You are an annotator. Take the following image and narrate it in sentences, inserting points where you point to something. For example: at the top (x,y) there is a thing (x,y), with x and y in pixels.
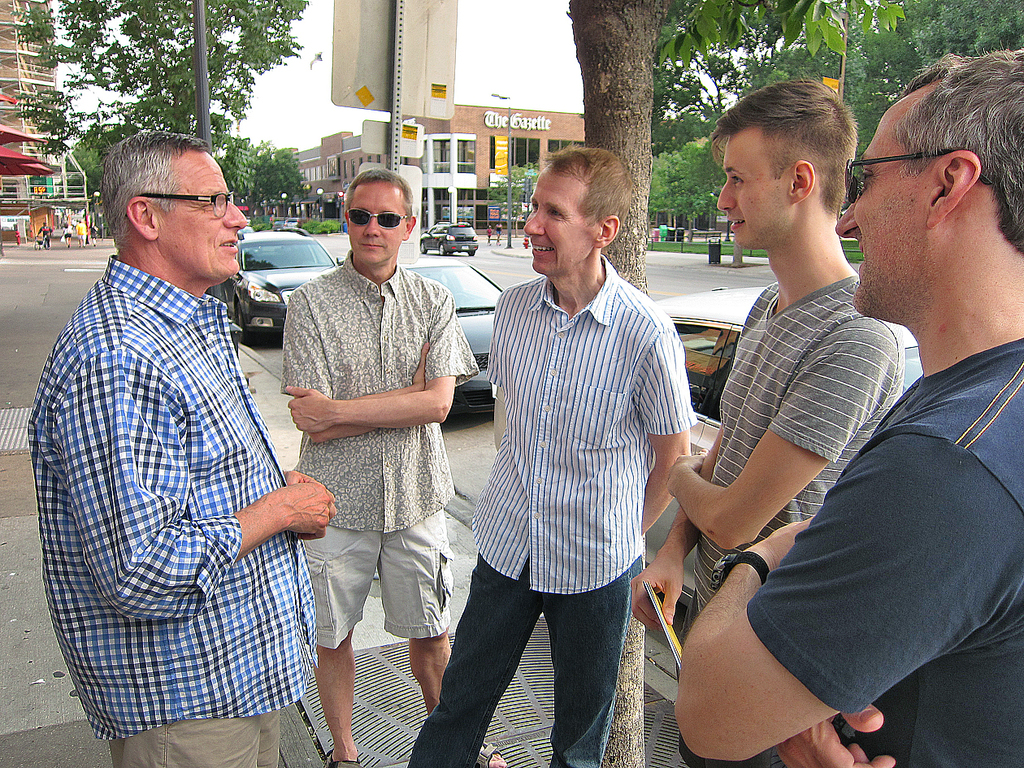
In this image there are people (462,759) standing on a road (475,500), in the background (19,111) there are cars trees (892,61), buildings (466,118) and the sky (520,49).
